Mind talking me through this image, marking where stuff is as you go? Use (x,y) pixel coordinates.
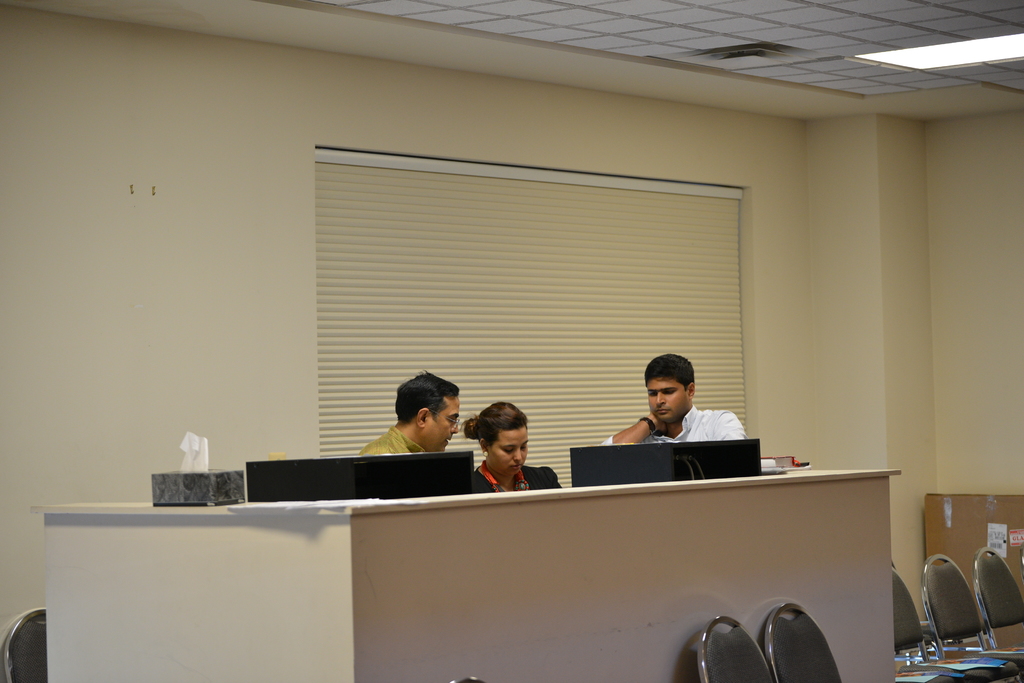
In this image I can see few black colour chairs (911,637), a white desk (479,538), few black colour things (420,473), a tissue box (214,498), window blind (503,309), a light (1018,49) and here I can see 3 persons (491,489). I can also see a brown colour thing (932,500) in the background (958,538).
